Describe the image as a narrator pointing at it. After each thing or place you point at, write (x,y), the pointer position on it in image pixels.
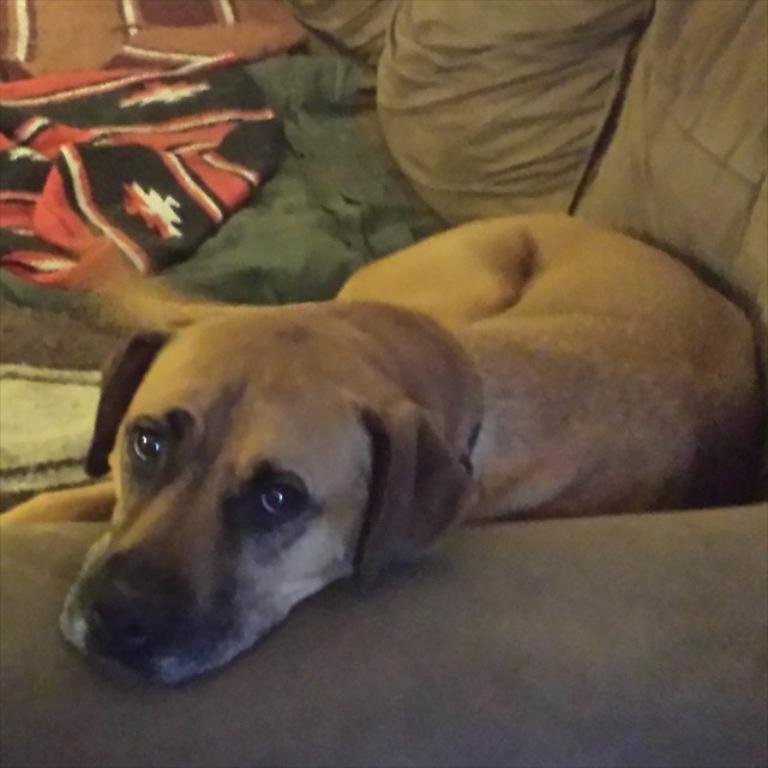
In this image we can see a dog (386,470) on the couch (744,245), there are some clothes (258,171) on it.
